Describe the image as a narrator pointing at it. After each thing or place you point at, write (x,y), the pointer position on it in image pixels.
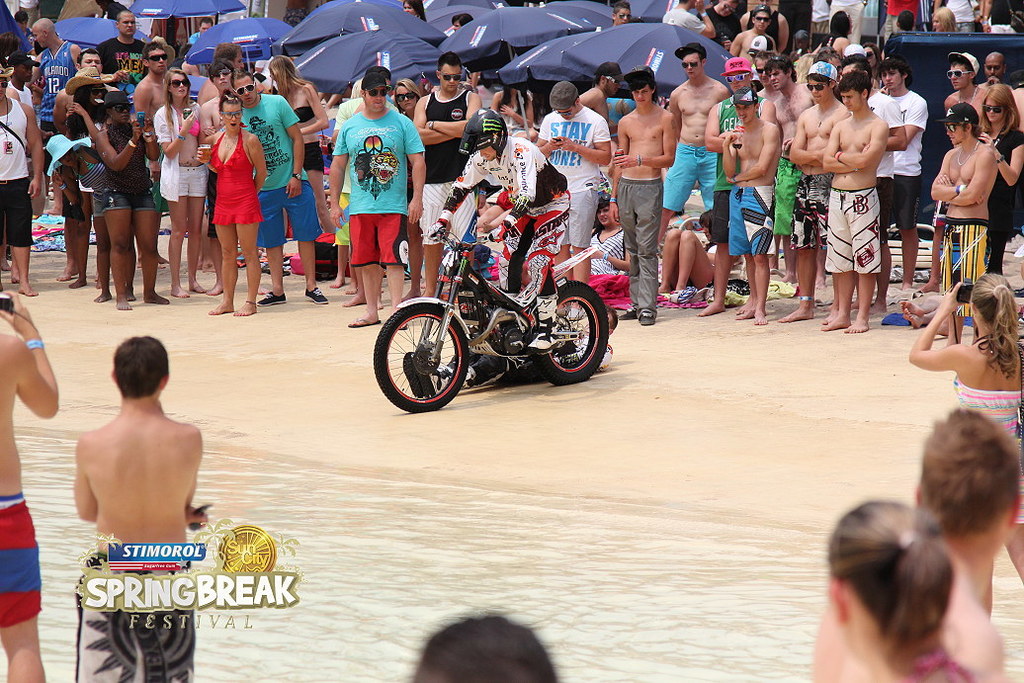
This picture shows few people (735,88) standing and few are standing in the water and we see a man (537,230) riding a motorcycle (429,316) and we see a woman (986,318) holding a camera (972,293) in her hand (949,294) and we see few umbrellas (434,51) on the back (559,70) and few of them wore caps (751,97) on their heads (821,97) and the sunglasses (727,78) on their faces (743,109).
